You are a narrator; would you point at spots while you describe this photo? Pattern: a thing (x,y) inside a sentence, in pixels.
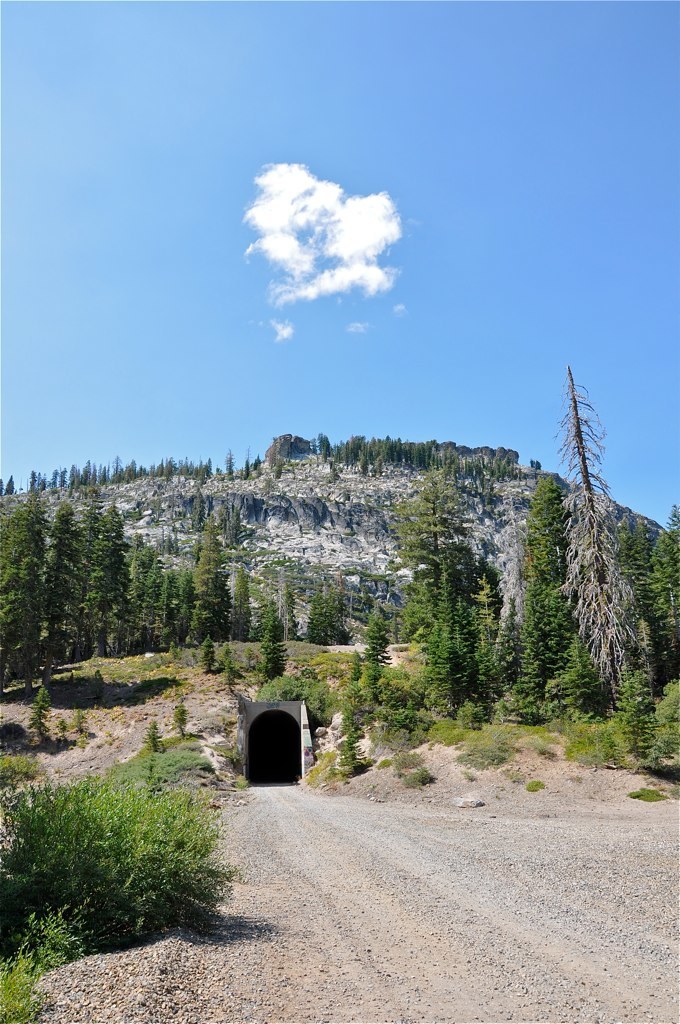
In this image we can see some trees (490,611), plants (187,809), mountains (330,510), and the road (275,791) is connected to a subway (278,722), also we can see the cloudy sky (377,326).
